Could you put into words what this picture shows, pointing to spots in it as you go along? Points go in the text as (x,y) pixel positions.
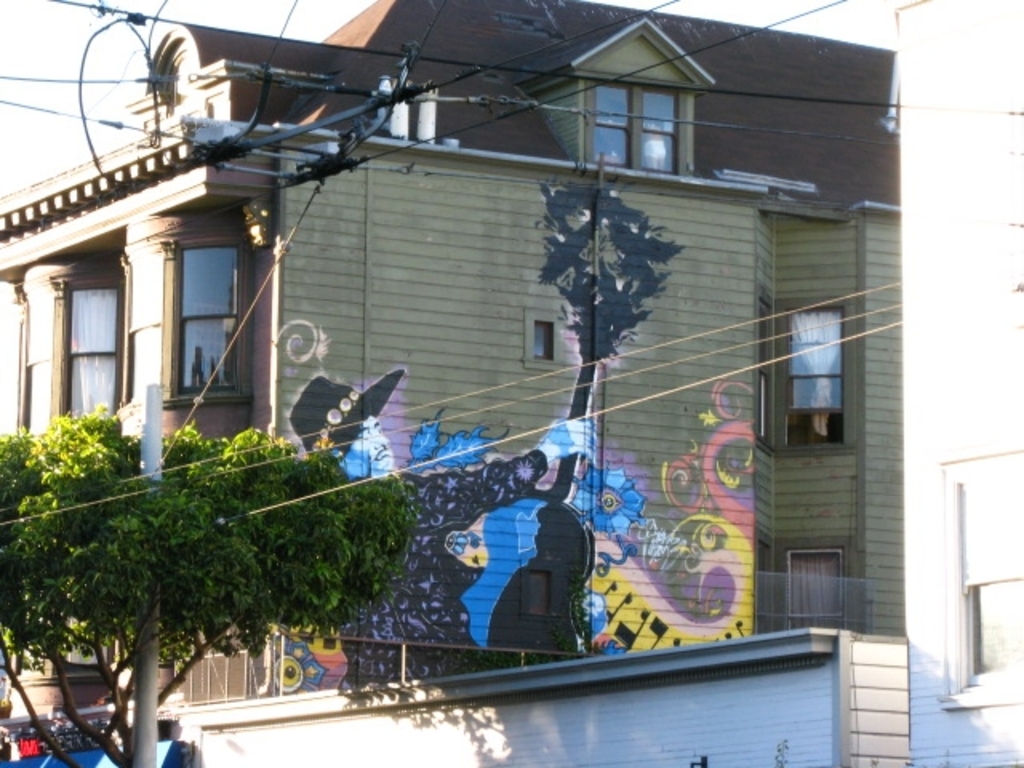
In this image in the front (76,568) there is a tree (73,554) and there is a pole (150,526) and there are wires (417,97). In the background (285,274) there is a building (515,283) and on the wall (489,298) of the building (600,418) there is a painting (570,485).
